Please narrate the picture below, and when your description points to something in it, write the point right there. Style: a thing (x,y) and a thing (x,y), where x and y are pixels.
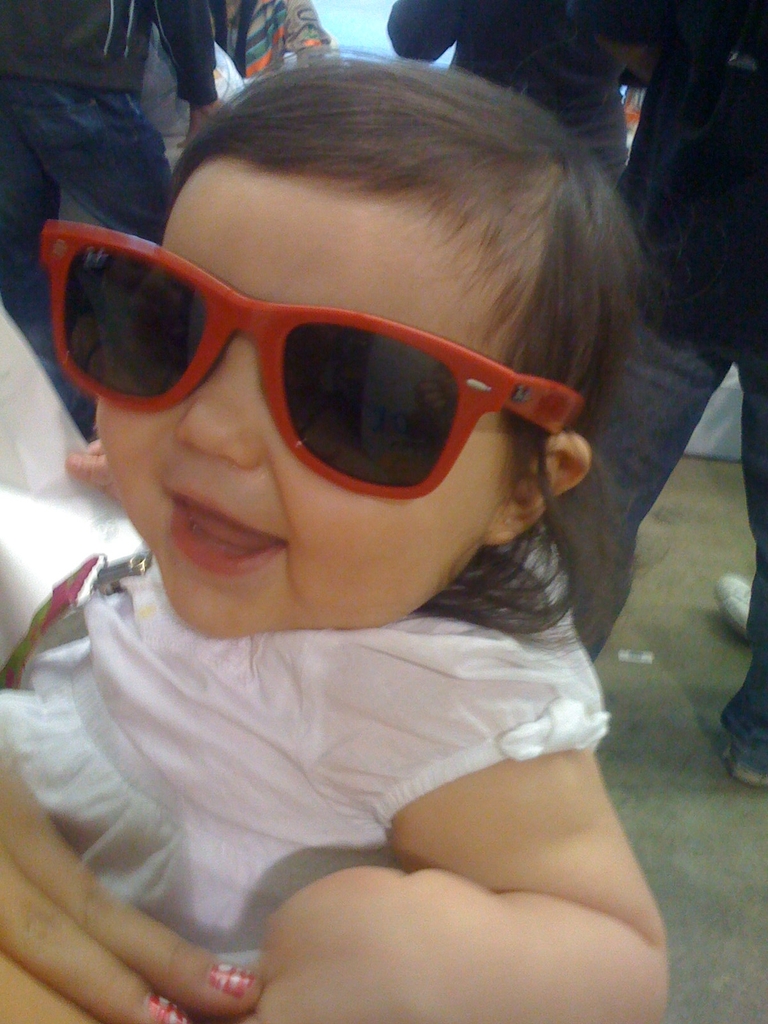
In this picture there is a kid (248,644) smiling, wearing pink color dress (208,721) and spectacles (291,378). In the background (107,65) there are some persons (212,63) standing.
